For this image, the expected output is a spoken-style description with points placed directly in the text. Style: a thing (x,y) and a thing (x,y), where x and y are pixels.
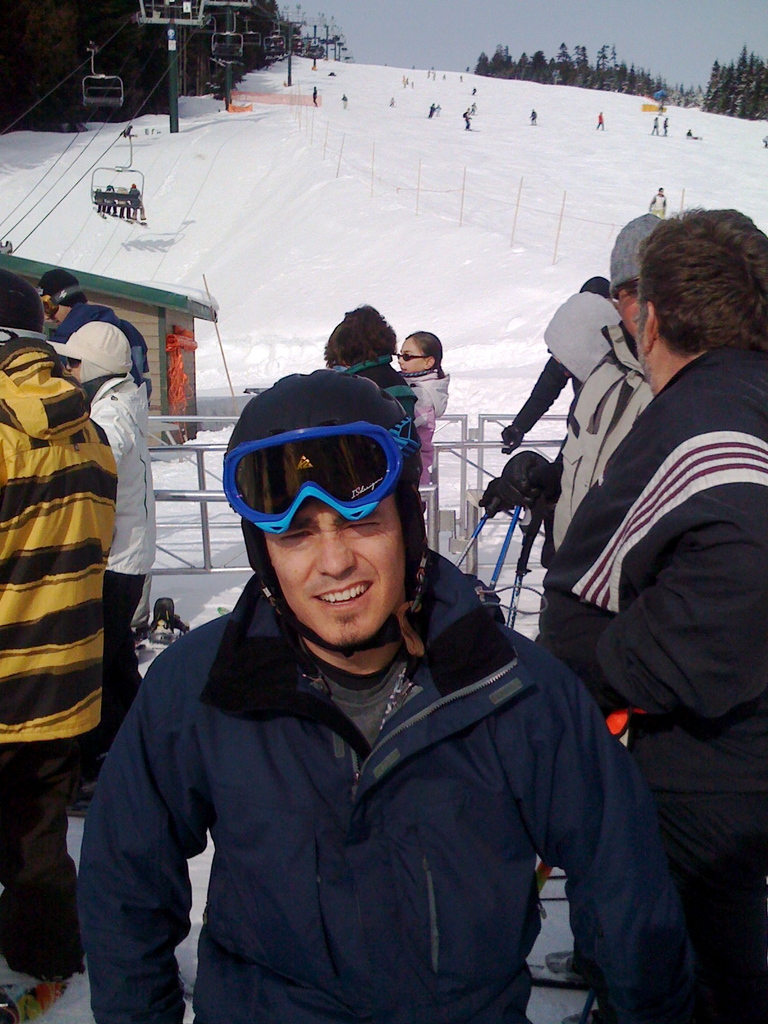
In this image we can see the people (599,461). We can also see the house (142,296), barrier (197,493) and also the fence (409,178). On the left (204,21) there is a ropeway (227,59). Image also consists of trees (149,87). We can also see the snow (457,166). Sky (468,42) is also visible.
